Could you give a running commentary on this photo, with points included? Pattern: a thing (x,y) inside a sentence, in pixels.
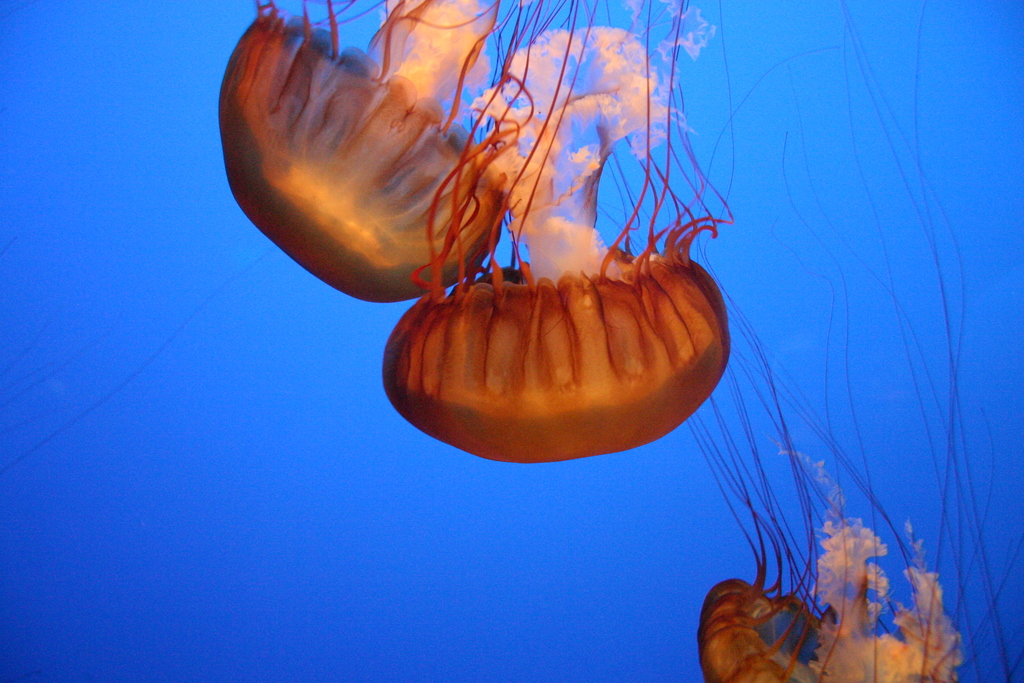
In this picture there are jellyfishes (519,416) in the water (642,216).
